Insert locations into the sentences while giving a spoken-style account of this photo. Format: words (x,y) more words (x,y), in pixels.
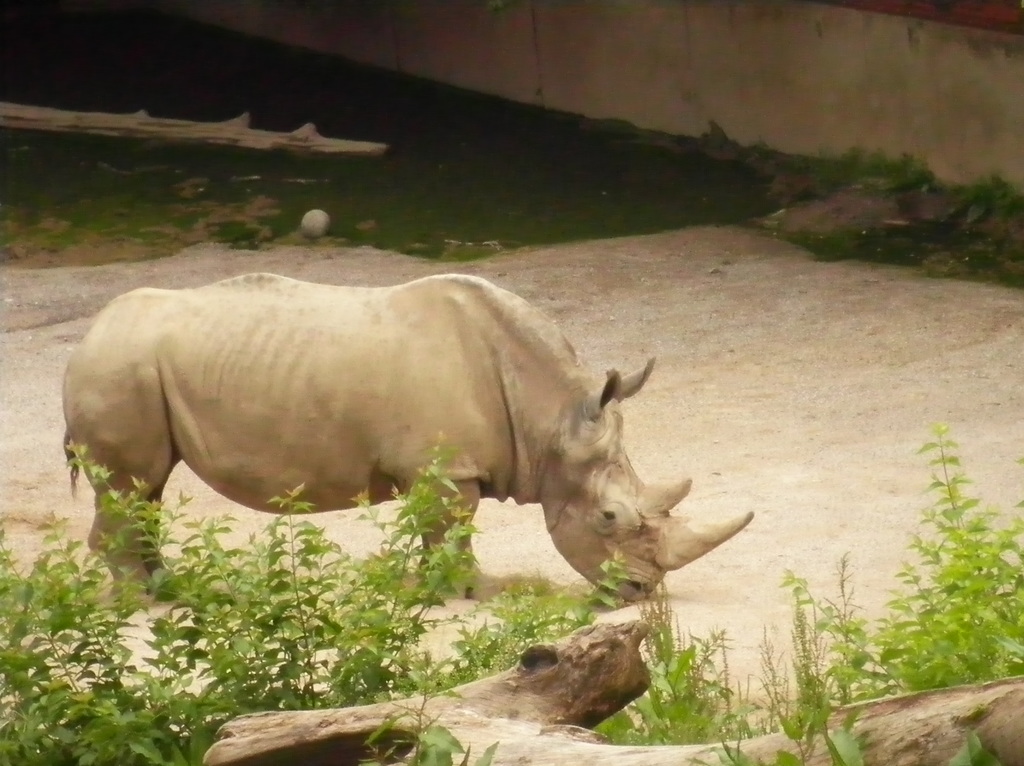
In this image I see rhinoceros (460,304) on the ground (20,287) and few plants (184,525) over here. In the background (586,27) I see a wood (29,117) and the wall (276,9).
